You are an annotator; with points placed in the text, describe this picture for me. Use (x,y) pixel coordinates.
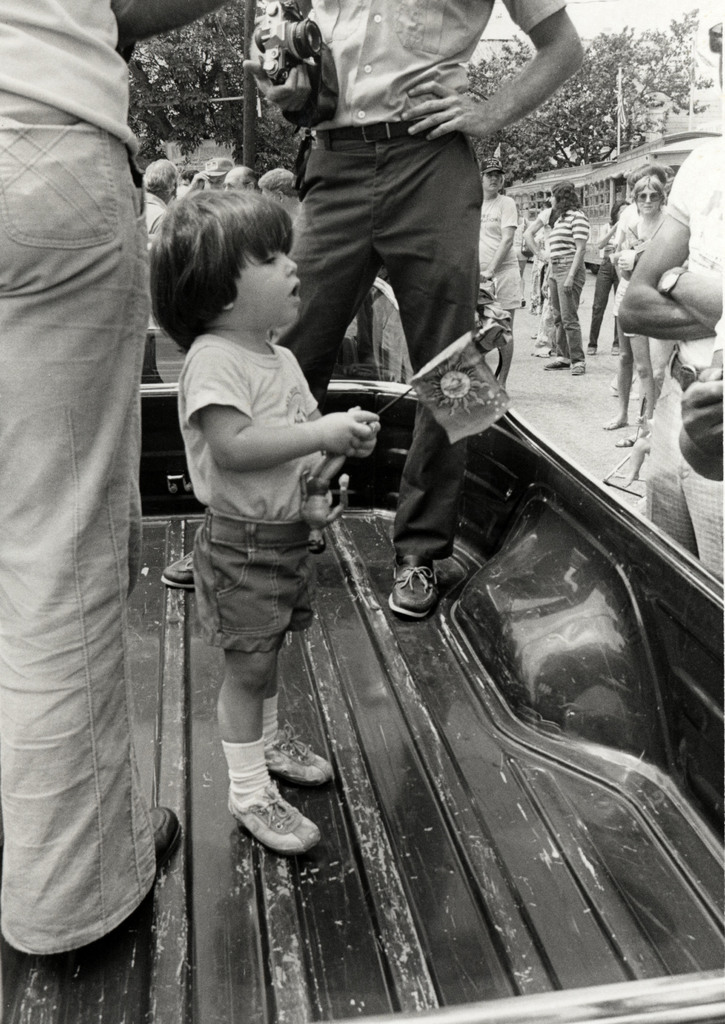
It looks like a black and white image. I can see groups of people (642,344) standing on the road (629,419) and few people (320,388) standing in a vehicle (375,691). I can see a boy (277,611) holding a flag (497,393) in his hands (341,441). In the background (181,88), I think these are the trees (482,152) and buildings (708,119).
